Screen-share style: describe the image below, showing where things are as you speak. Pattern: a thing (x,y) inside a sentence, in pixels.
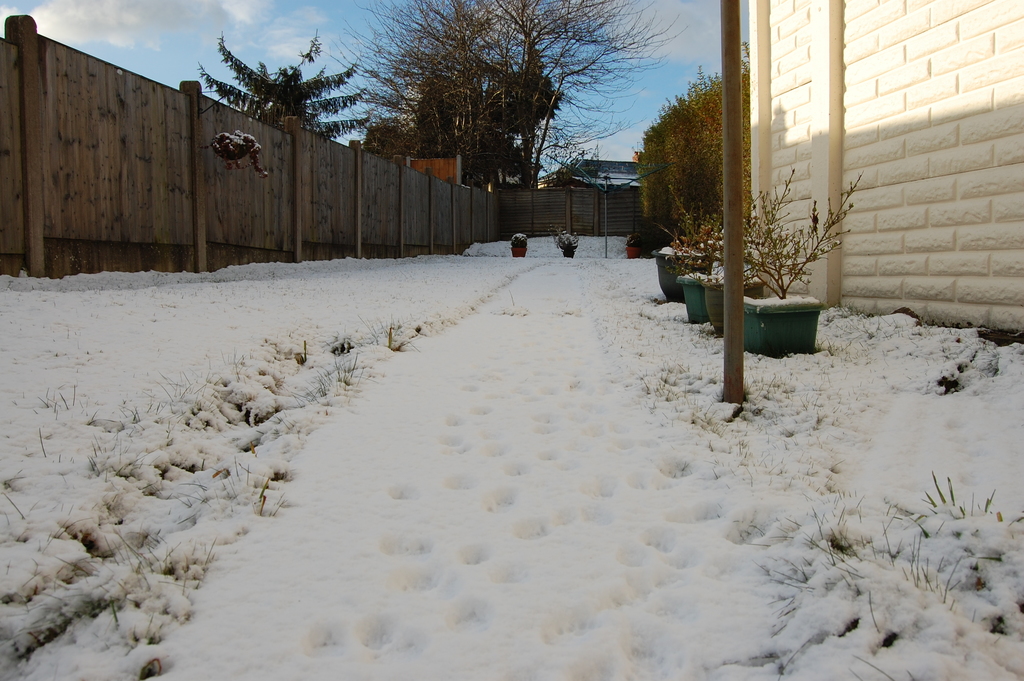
We can see snow (432,430), grass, pole (735,342), plants (700,267) with pots (776,309), wall (830,267) and fence (322,220). In the background (708,92) we can see trees (471,18), roof top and sky (293,46).
